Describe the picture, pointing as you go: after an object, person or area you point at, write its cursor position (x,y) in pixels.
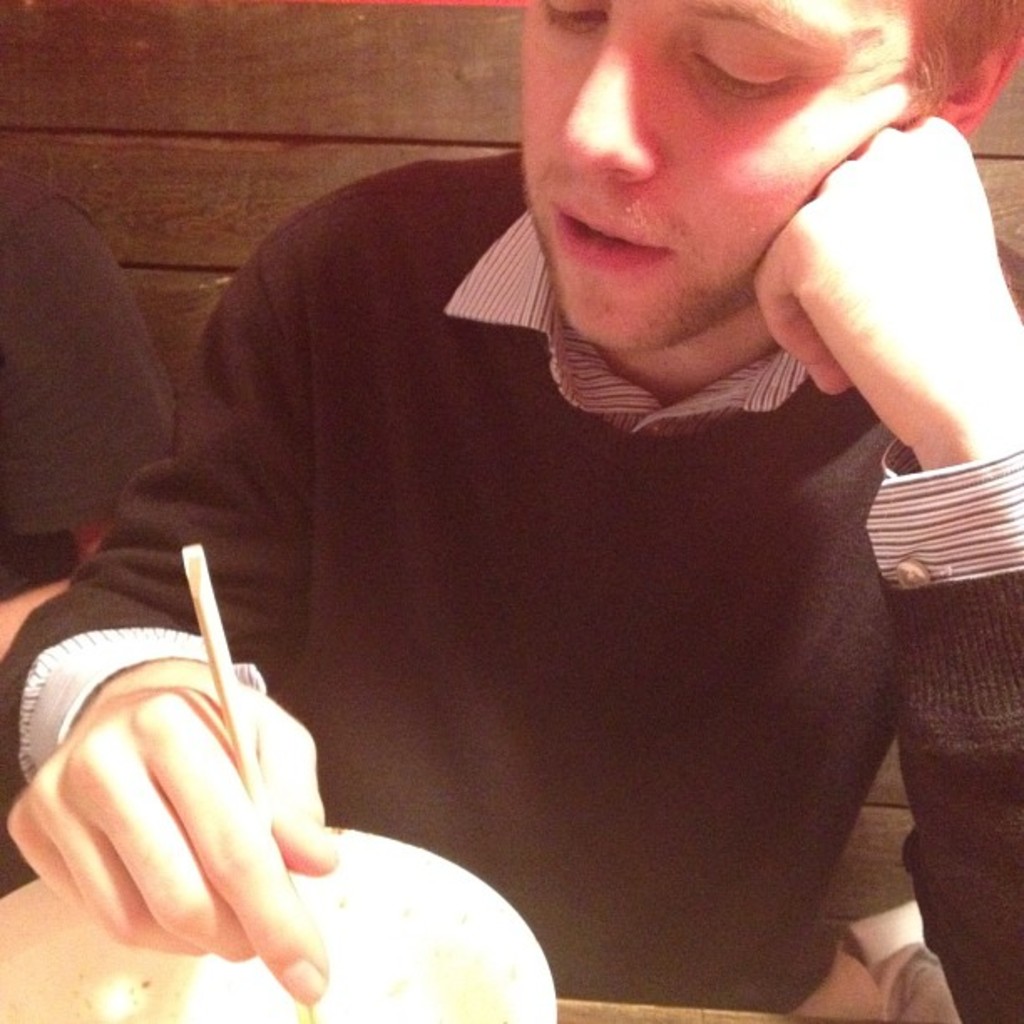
In this picture there is a boy (547,771) wearing black color sweater (718,594), sitting on the chair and looking into white color food bowl (408,965). Behind there is a wooden panel wall (289,157).
